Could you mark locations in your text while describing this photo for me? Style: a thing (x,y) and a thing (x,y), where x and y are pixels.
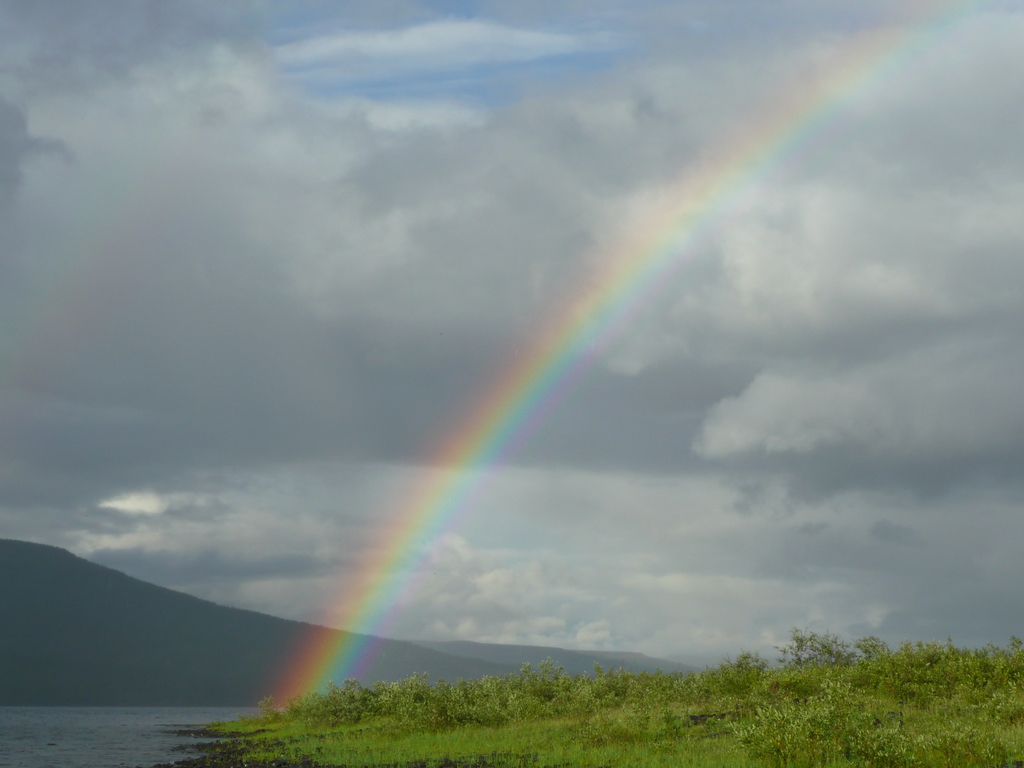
In this image we can see sky (374,332) with clouds (374,332), rainbow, hills (166,702), water (154,722), ground (648,690) and plants (820,686).
